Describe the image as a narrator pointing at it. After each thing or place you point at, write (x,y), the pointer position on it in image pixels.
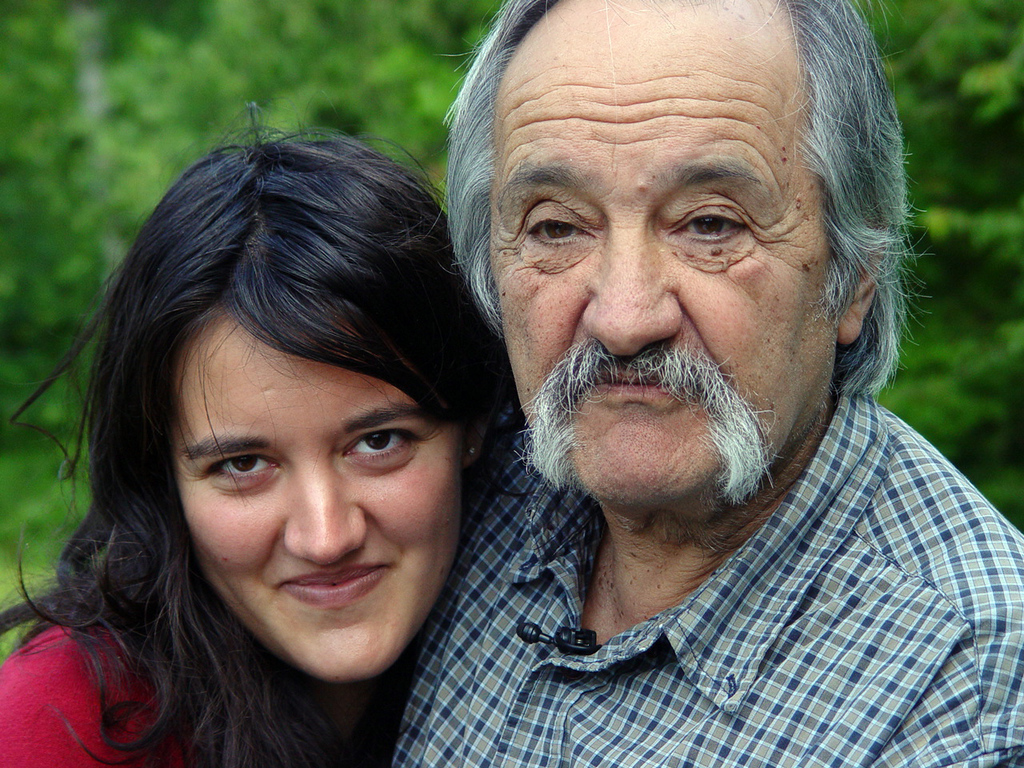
In the center of the image (653,352) there is man (707,214) and woman (167,424).
